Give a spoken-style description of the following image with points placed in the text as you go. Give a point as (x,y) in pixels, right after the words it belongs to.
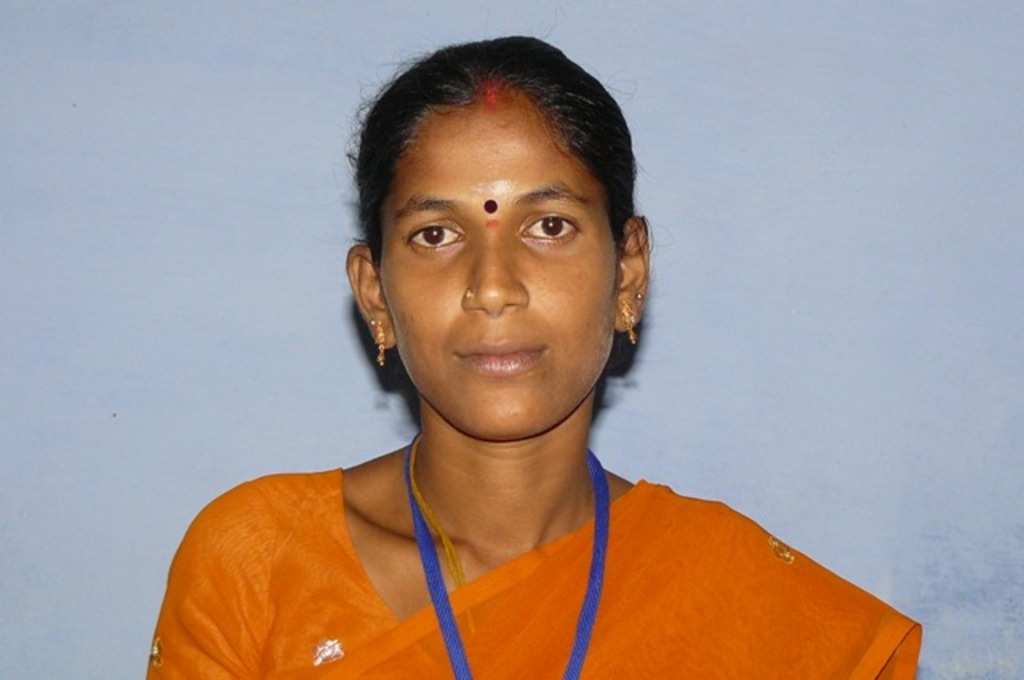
In this image I can see the person (476,638) and the person (479,536) is wearing an orange color saree (834,623) and I can see the light blue color background (36,151).
